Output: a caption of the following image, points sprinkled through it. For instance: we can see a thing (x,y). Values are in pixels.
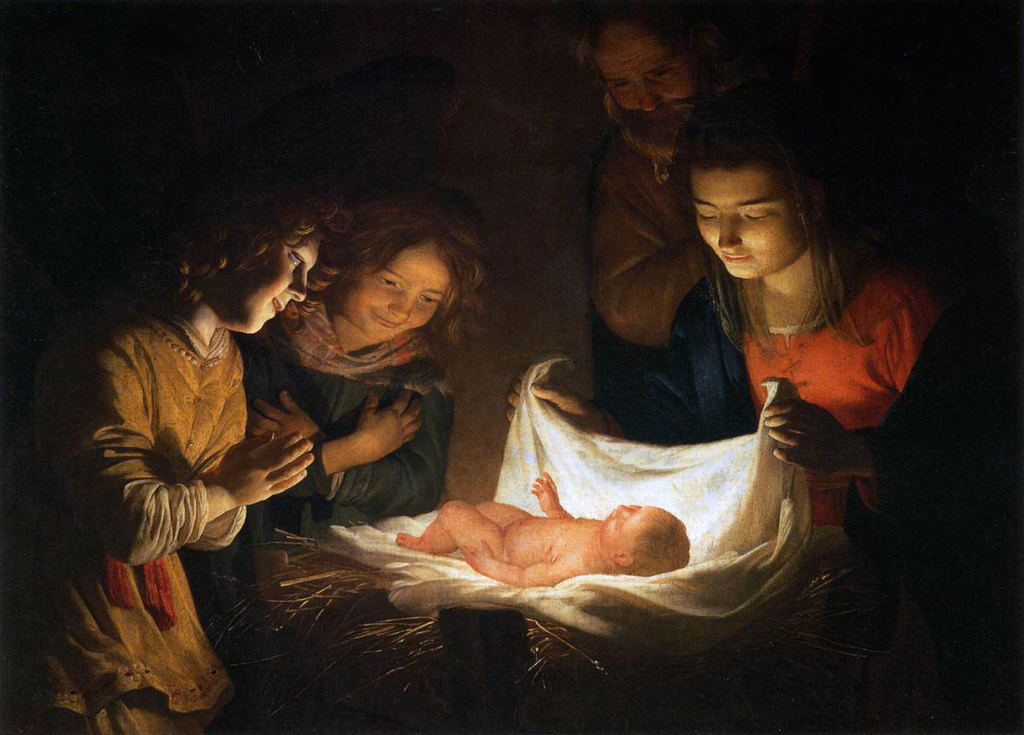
In this image we can see a painting (639,274) of few people (607,269) standing and looking towards the baby (542,529) on the cloth (715,530) and a girl (787,453) is holding the cloth (732,465).
